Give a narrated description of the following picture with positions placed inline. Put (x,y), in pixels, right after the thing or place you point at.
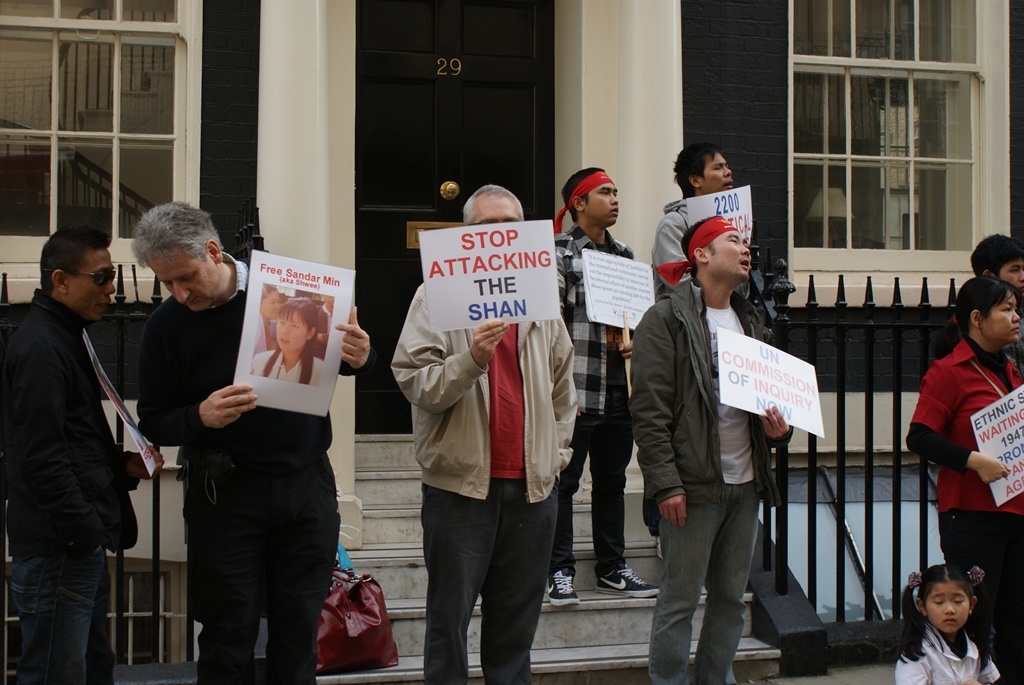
In this image we can see people (615,549) standing on the floor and on the stairs (376,539) by holding placards (481,296) in their hands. In the background (587,139) there are building (769,147) and grills (836,430).
